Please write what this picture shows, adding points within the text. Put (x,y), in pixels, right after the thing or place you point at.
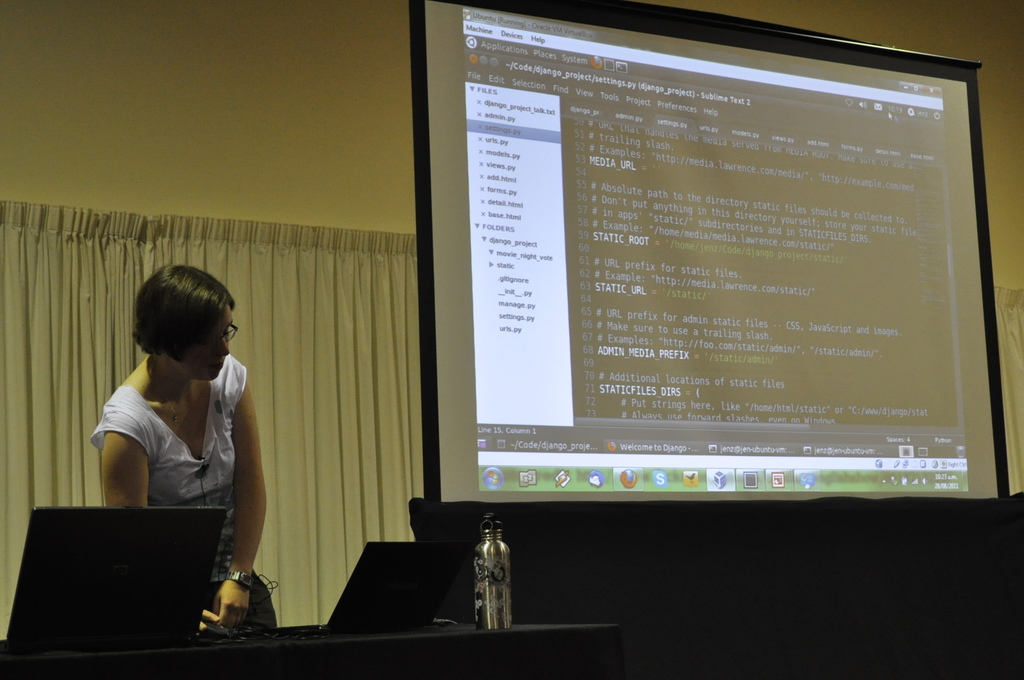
In this picture we can see a woman (172,438), she is standing in front of the table (325,644), in front of her we can see a laptop (363,583) and a bottle (494,619) on the table (506,646), in the background (258,327) we can find a projector screen (432,272) and curtains (360,314).
